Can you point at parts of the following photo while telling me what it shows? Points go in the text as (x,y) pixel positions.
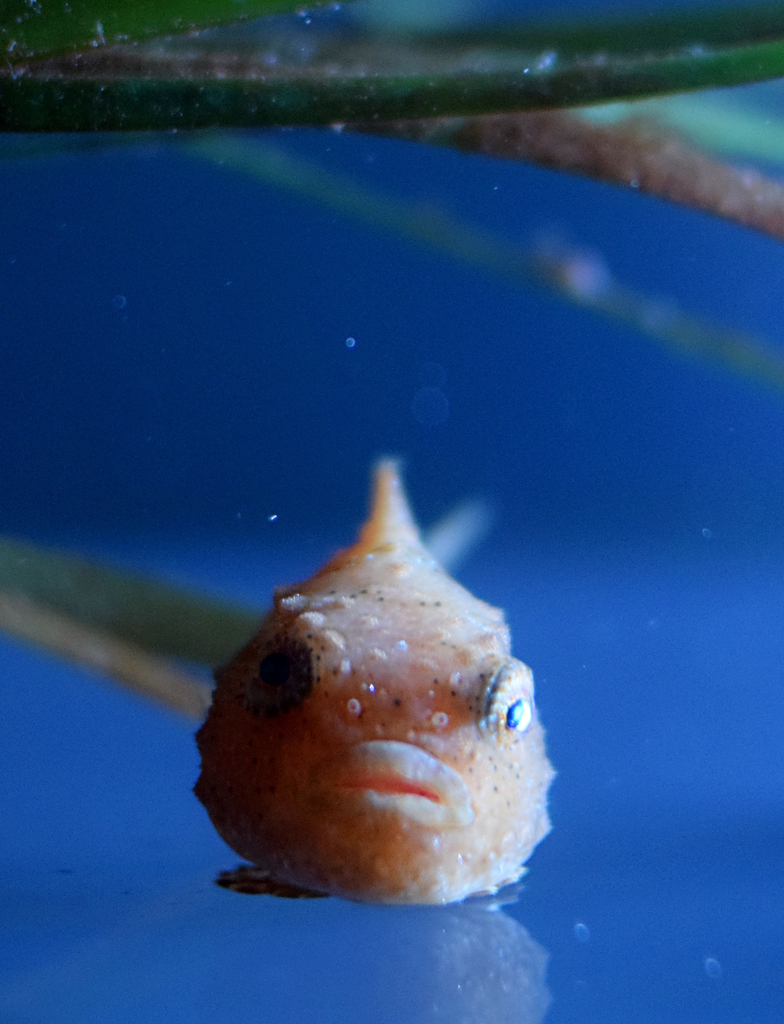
In this image we can see fish (444,666) which is under water (89,958) and there are some leaves (298,180).
